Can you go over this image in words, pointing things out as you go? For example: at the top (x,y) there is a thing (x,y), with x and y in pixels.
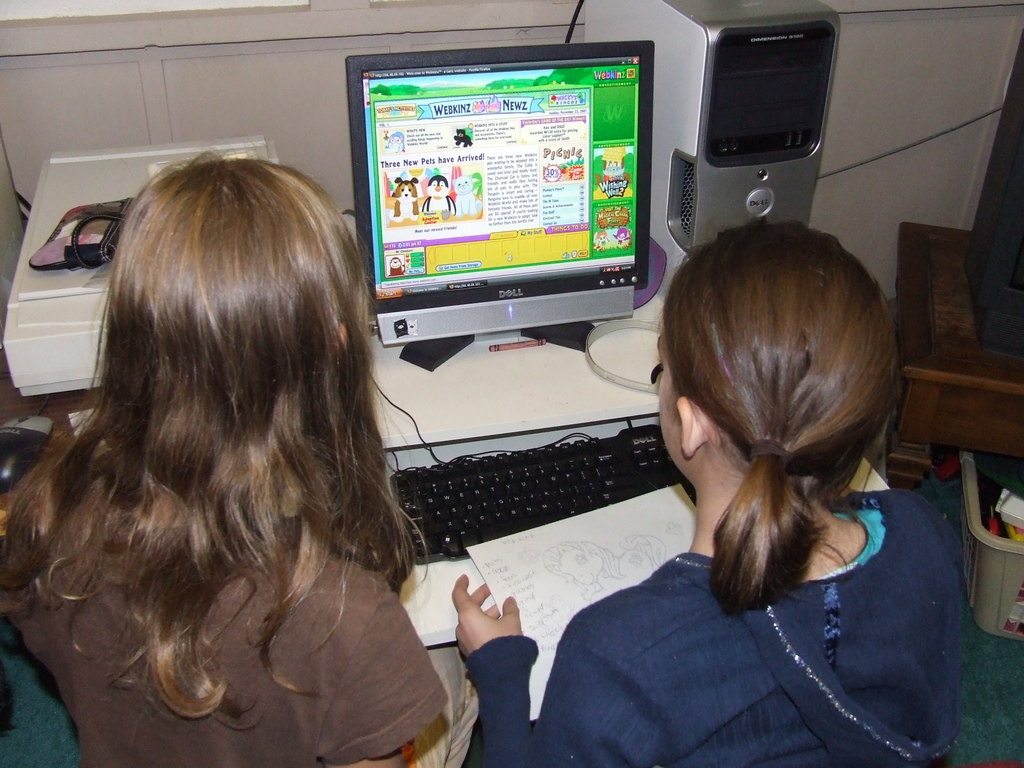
In the image we can see there are two girls (652,617) sitting and one of them is holding paper (524,624) in the hand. In front of them there is a monitor (506,256), CPU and keyboard (635,484) kept on the table (484,401).
